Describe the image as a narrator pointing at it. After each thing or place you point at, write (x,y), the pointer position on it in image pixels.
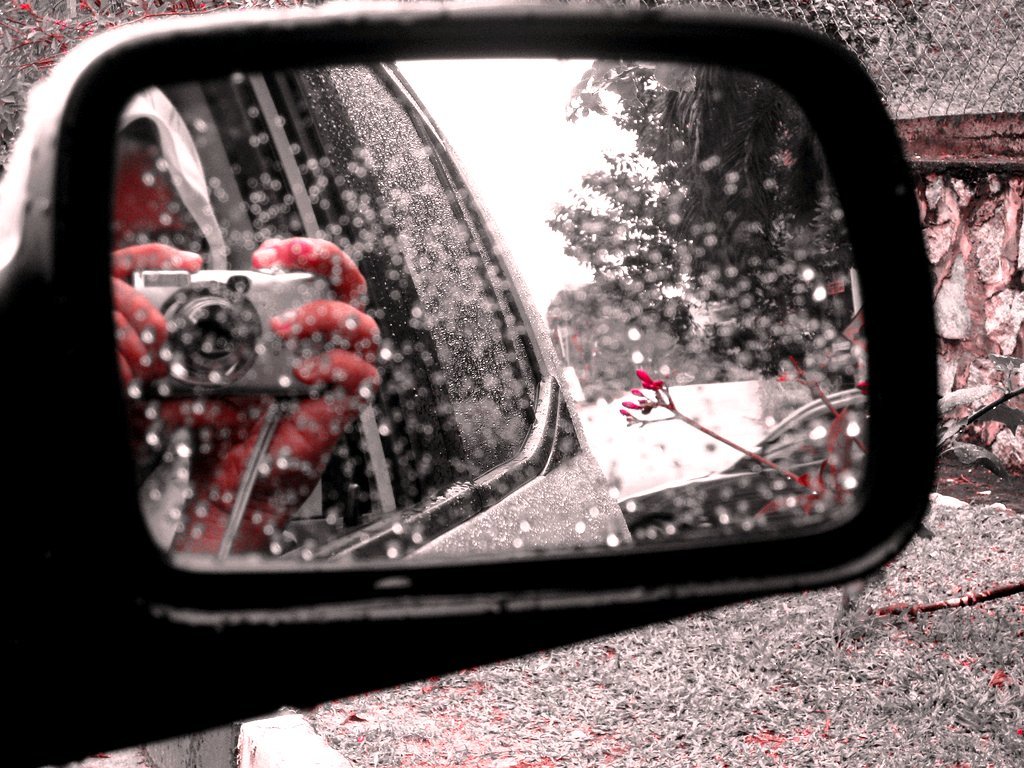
In the picture there is a mirror (538,507) of a car (336,479) and in the mirror (214,265) a camera (286,301), a flower (691,424) and the windows (460,381) of the car (407,397) are being reflected.
